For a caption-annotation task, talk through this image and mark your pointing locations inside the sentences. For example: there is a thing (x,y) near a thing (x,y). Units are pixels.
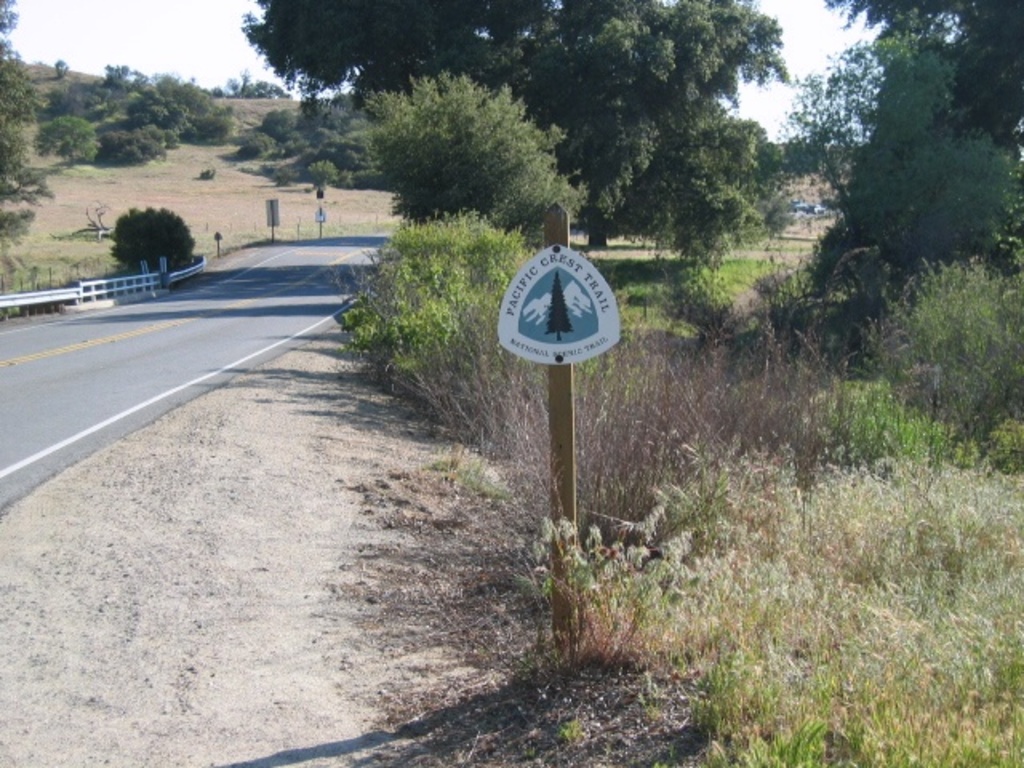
In this picture I can observe a white color board (548,293) fixed to the pole (554,222) in the middle of the picture (540,305). On the right side (855,463) I can observe some plants (909,442). On the left side (225,289) there is a road (189,332). In the background (554,202) there are trees (469,91) and sky (138,36).
